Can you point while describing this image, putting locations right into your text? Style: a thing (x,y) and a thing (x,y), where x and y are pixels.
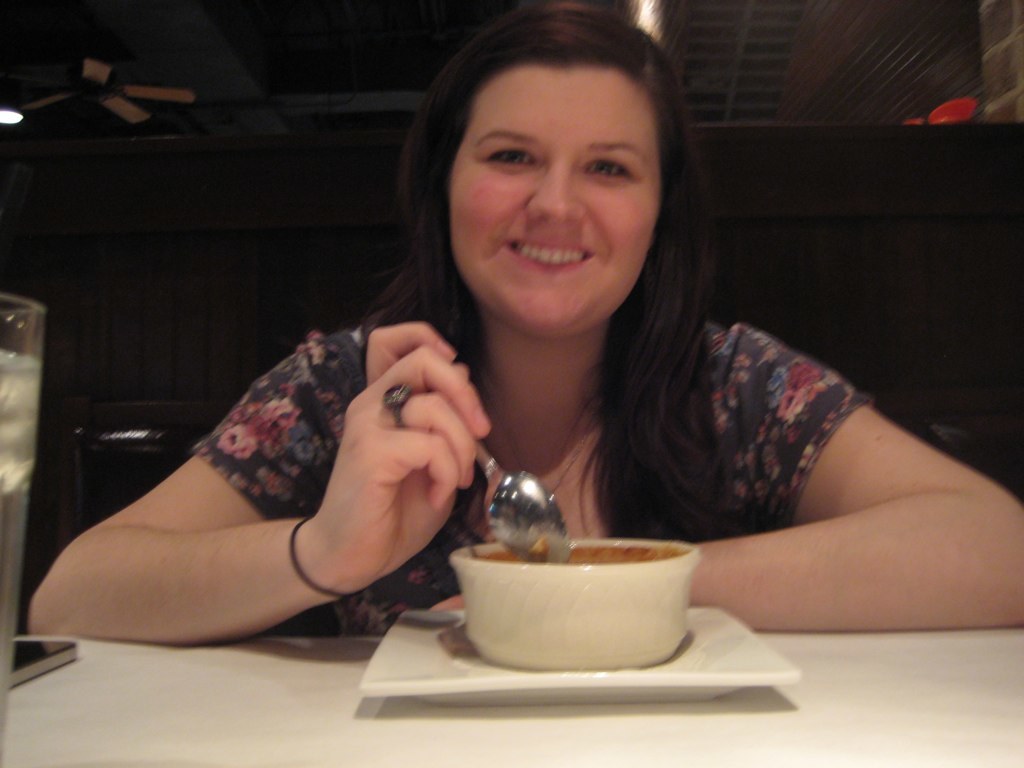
In the foreground (584,40) I can see a woman (477,503) is holding a spoon (531,476) in hand (449,465) and plate (425,670), bowl (540,664) is kept on the table (986,698). In the background (321,70) I can see cupboards (156,189), fan (191,95) and rooftop (354,21). This image is taken may be in a room (826,40).
